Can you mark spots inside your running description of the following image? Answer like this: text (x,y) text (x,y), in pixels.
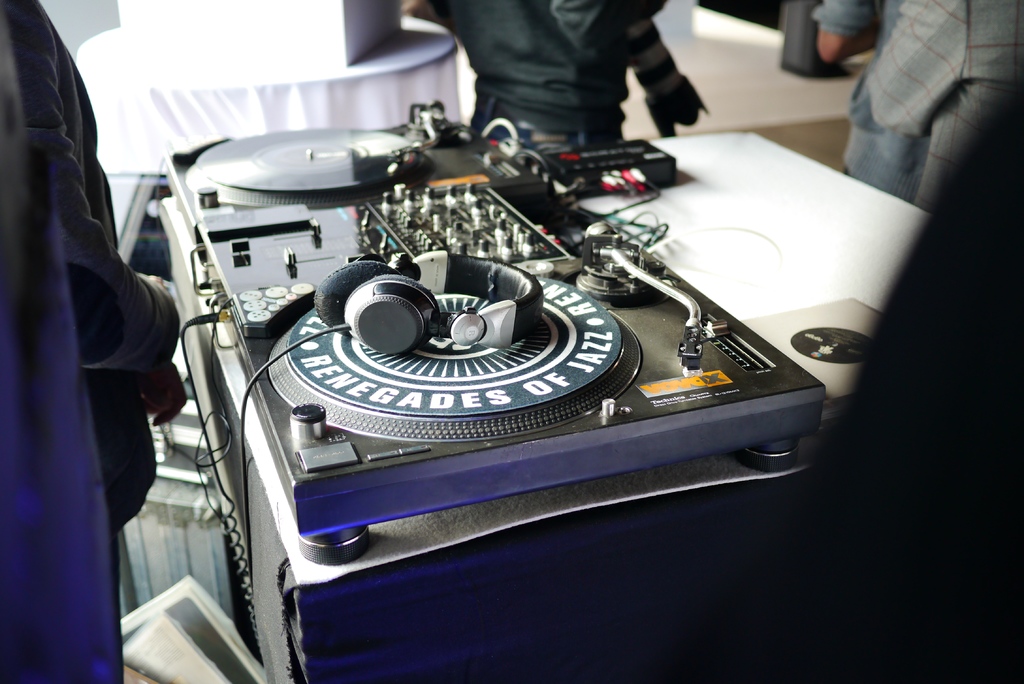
In this picture, we see a music recording equipment (426,210) is placed on the white table (700,224). On the recording equipment (310,428), we see a headset (379,329). Beside the table (664,574), we see many people (610,102) standing. In the background (195,93), we see the table (421,51) which is covered with white color cloth (303,108).
